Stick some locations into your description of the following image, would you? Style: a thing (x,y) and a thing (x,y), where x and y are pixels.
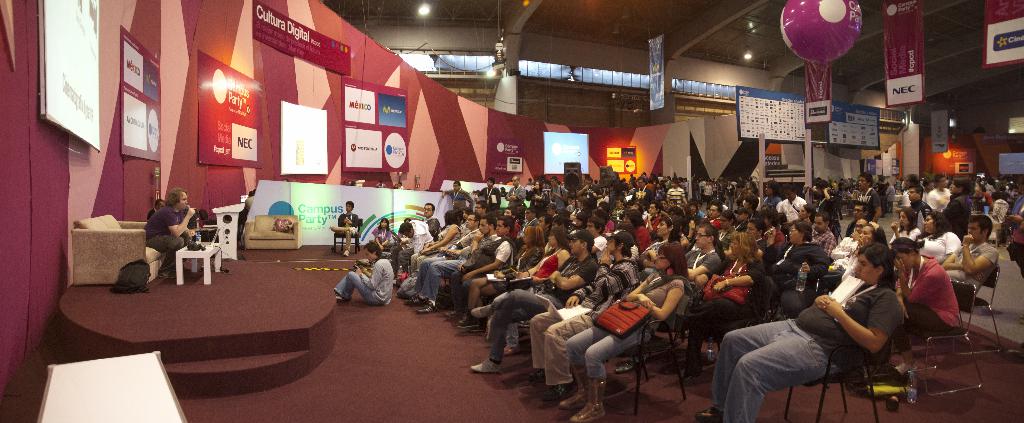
This is a picture of an auditorium (499,107). In this image there is a person (182,231) sitting on a sofa (140,232) and talking, there are many audience (588,211) sitting on a chair (871,354) and one person (390,290) is sitting on a floor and holding a camera (364,263). In the middle of the auditorium (634,151) there is a speaker (568,175) and a screen (560,151) and at the top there is a light (420,9).
